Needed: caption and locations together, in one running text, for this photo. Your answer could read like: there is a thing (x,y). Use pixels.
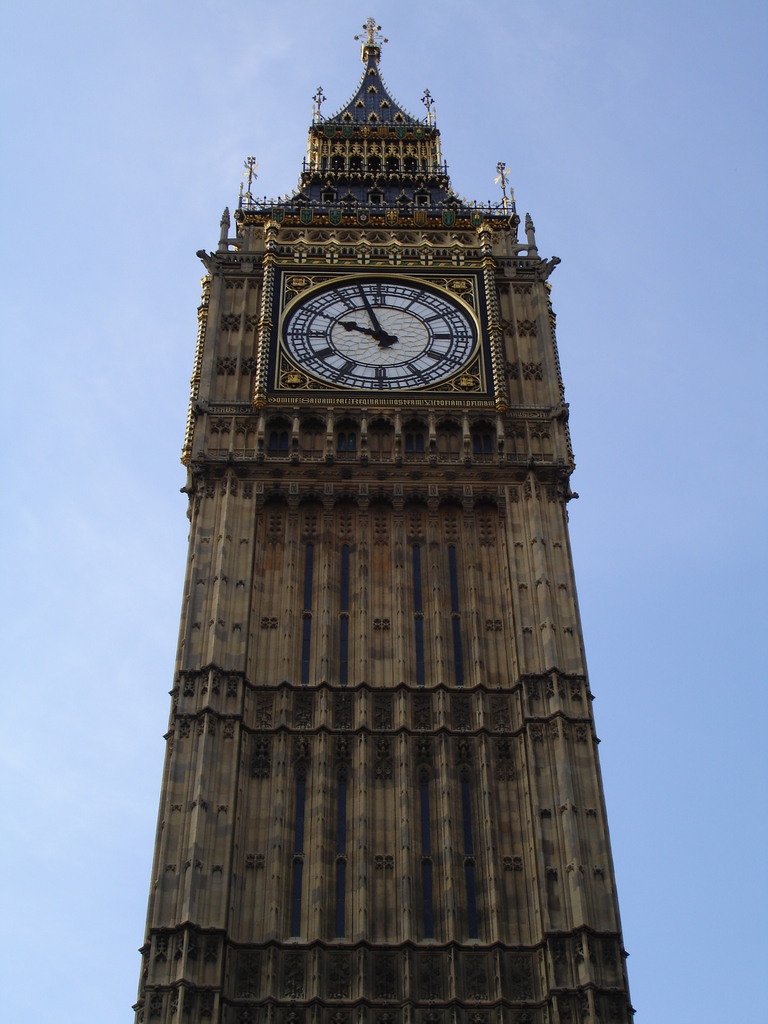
This picture shows a tall building (218,254) and a blue sky (103,353) and a clock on the building (365,422).
